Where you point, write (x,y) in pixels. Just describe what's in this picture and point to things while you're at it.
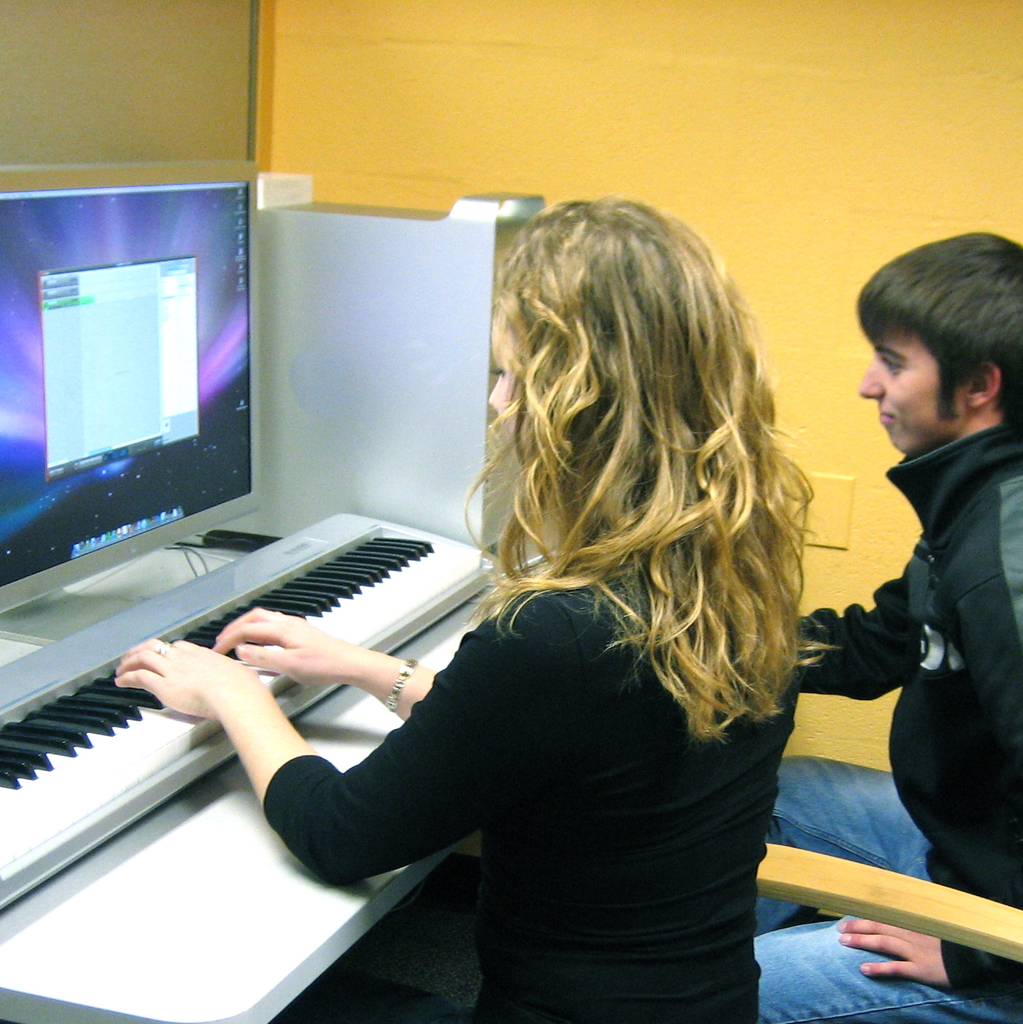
The image is inside the room (363,957). In the image there are two people (732,513) women (719,528) and men (899,438) sitting on chair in front of a table (234,854). On table (234,837) we can see a keyboard (39,743), monitor (96,399), central processing unit (382,309), in background (716,101) there is a wall (631,91) which is in yellow color.
